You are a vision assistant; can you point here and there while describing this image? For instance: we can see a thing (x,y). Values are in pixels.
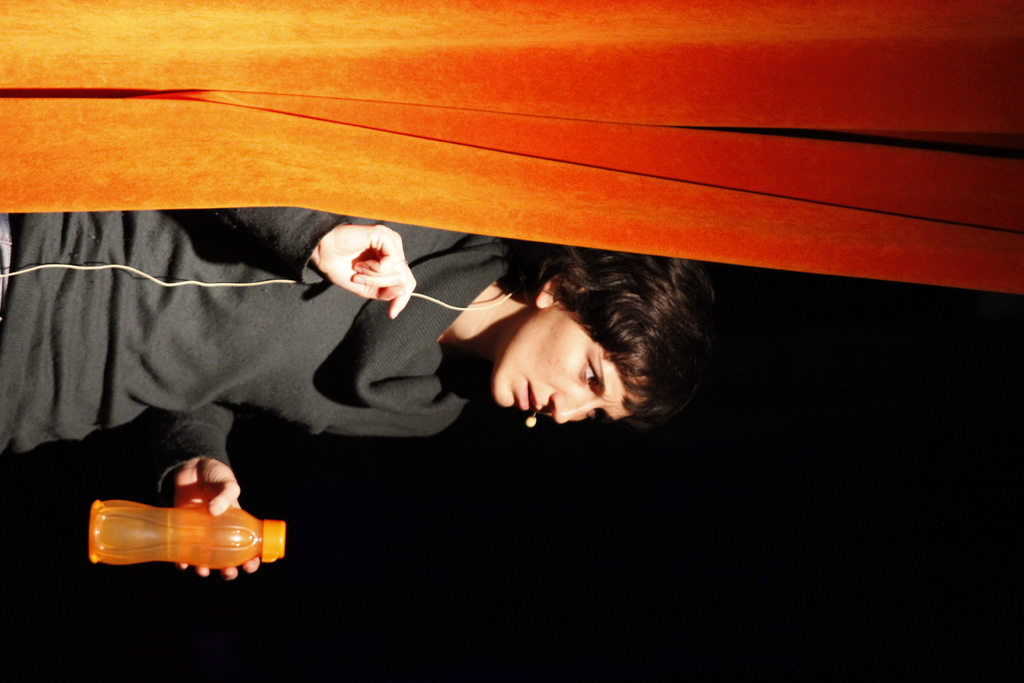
There is a woman (683,302) holding water bottle (93,517) with headset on head (690,358) and standing by an orange curtain (873,274).
